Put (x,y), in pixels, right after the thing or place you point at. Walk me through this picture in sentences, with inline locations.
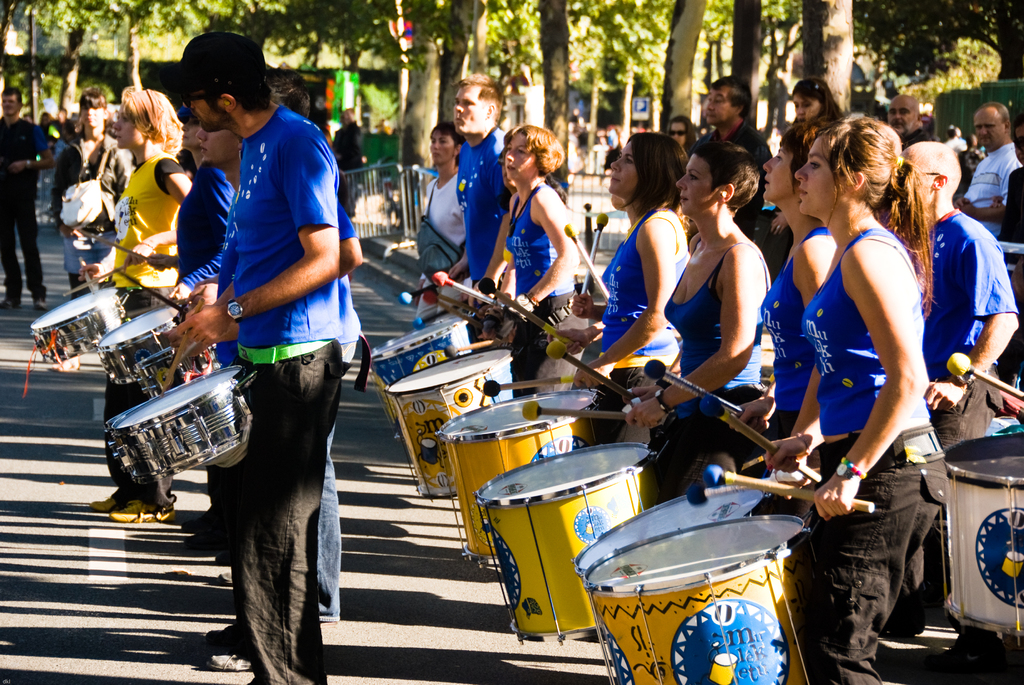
In this image there are group of musicians (512,267) standing and playing drums (419,374). In the background (777,93) there are trees (404,135), people (985,134) standing. At the left side (7,155) man (12,171) in black dress (20,194) is standing.
